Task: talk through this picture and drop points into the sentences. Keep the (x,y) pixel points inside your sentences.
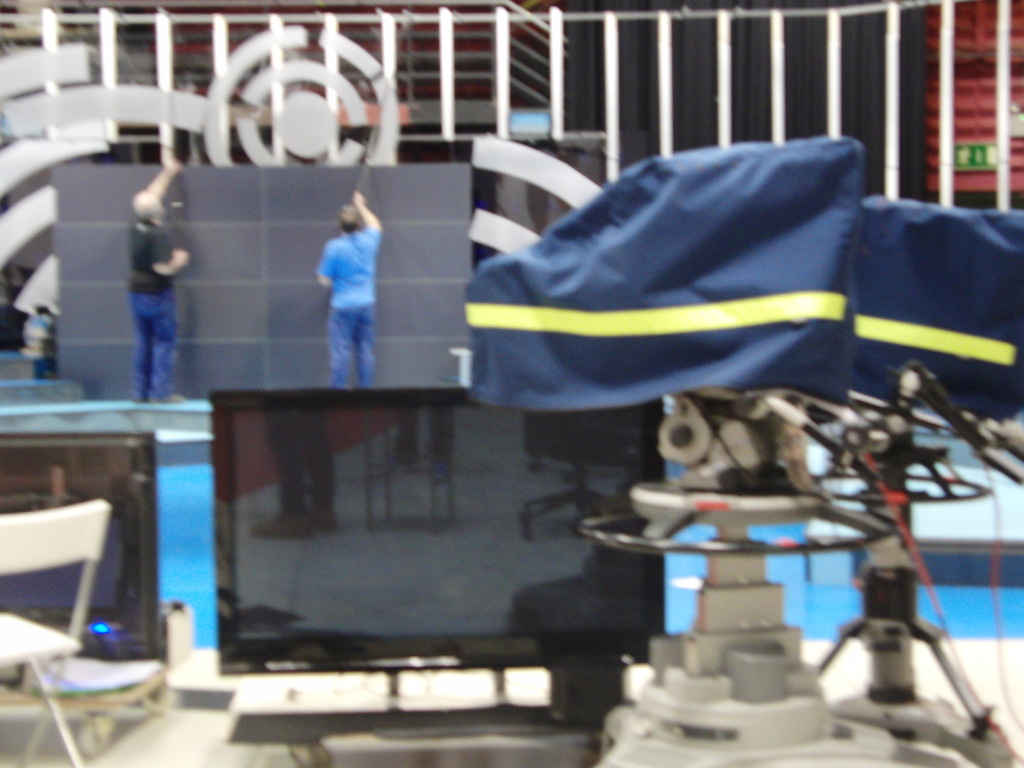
In the center of the image (428,409) there are two tv screens (238,507). To the left side of the image (90,509) there is a chair (102,514). There are two persons (156,357) standing. To the right side of the image (900,733) there are some objects (930,456).
